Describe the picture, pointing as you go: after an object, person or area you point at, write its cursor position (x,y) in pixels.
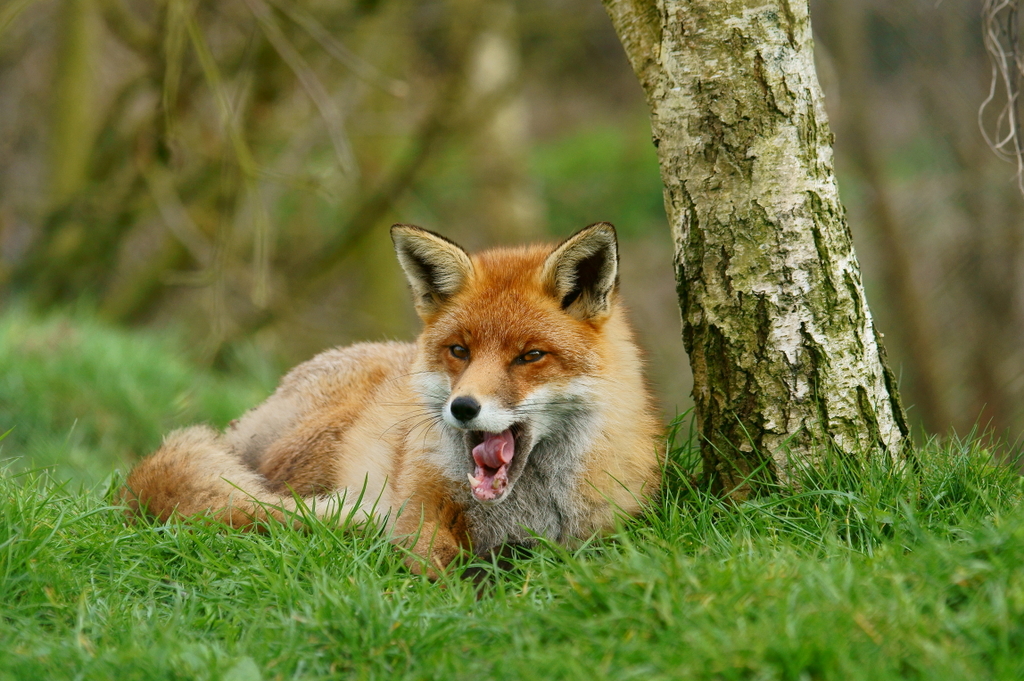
In this image we can see an animal (508,497) lying on the grass field (585,627). In the background (261,157), we can see a group of trees (782,216).
